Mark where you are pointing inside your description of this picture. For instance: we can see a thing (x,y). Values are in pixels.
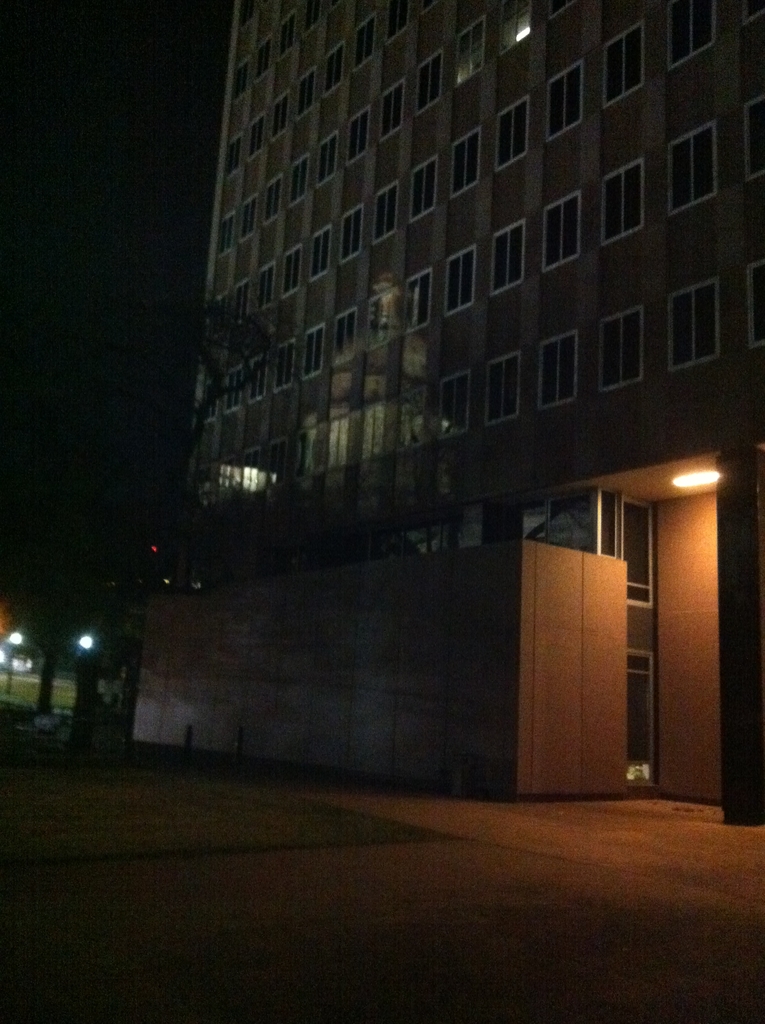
In this image there are trees (18,611) and street lights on the land (125,747). Left side (42,742) there is a vehicle (37,733). Background (689,444) there is a building (428,486) having a light (716,476) attached to the roof (674,492).
